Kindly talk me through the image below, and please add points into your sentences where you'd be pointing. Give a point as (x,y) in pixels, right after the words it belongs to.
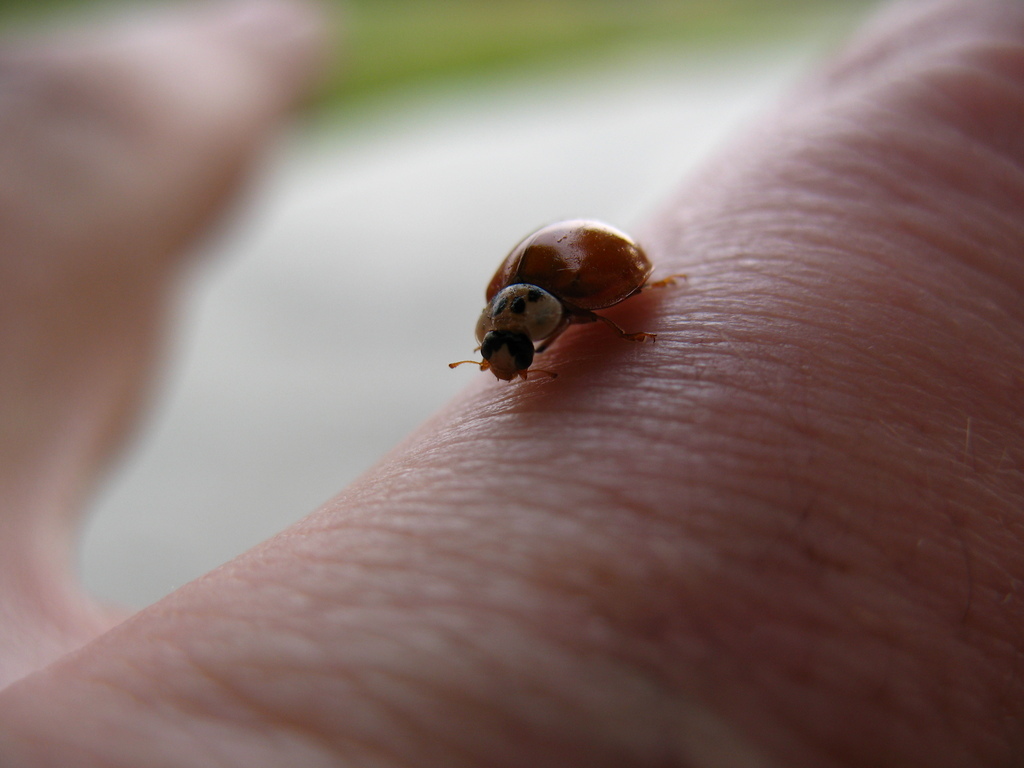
In the center of this picture (628,299) we can see an insect (622,338) on an object (872,204) which seems to be the body part (548,495) of a person (125,97). The background of the image (728,17) is blurry.
